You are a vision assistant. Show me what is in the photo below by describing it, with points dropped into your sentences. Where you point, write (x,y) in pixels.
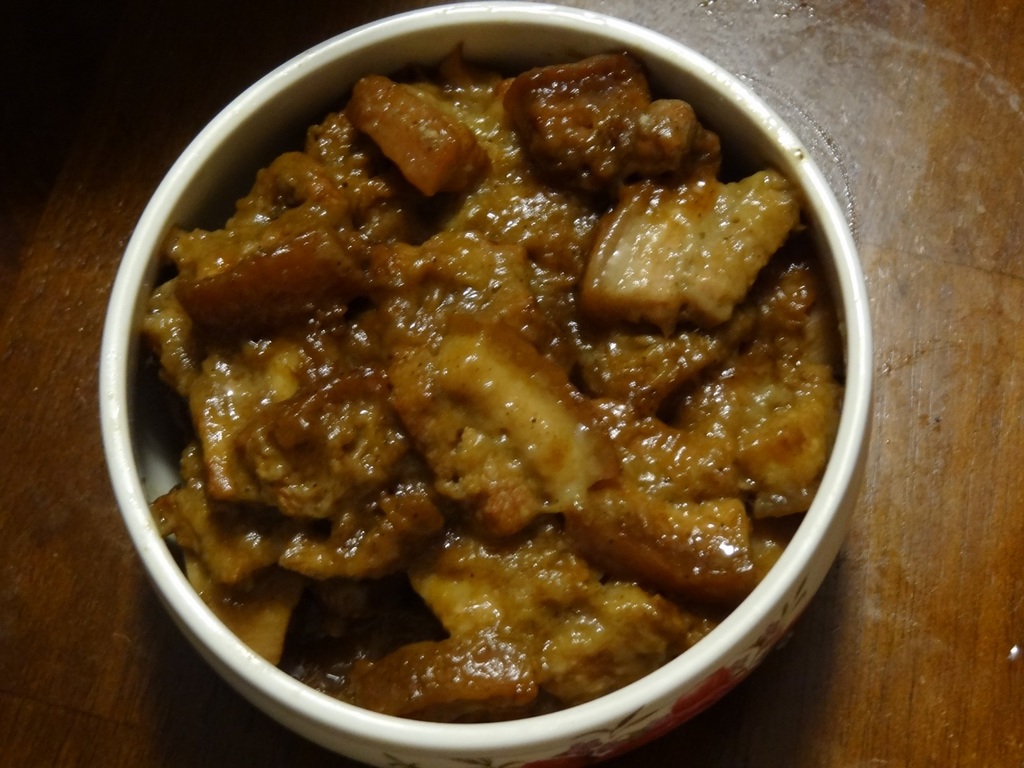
There are food items (441,527) in a white color box (734,640). This box (837,224) is on a wooden surface (4,345).
